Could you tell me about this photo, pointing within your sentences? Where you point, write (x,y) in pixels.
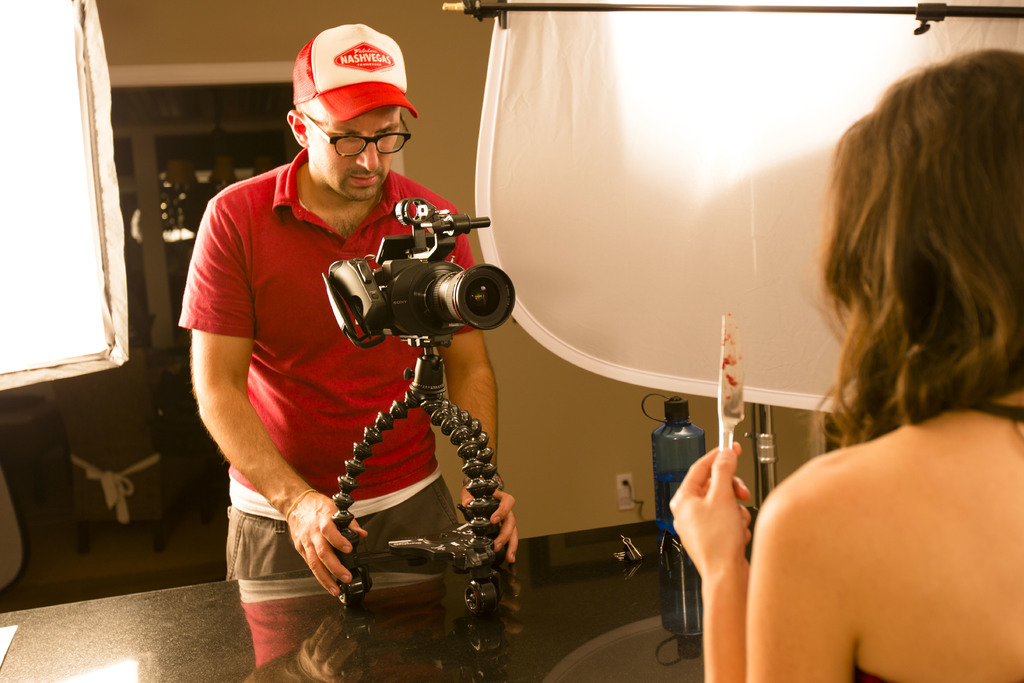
In this picture there is a man (358,416) who is holding a camera (361,301). Beside him there is a table (322,641). On the right (883,593) there is a woman (936,570) who is holding a plastic knife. In the back (151,381) I can see the doors (164,382). On the right (767,264) and left side (10,184) I can see the white clothes (85,172).
